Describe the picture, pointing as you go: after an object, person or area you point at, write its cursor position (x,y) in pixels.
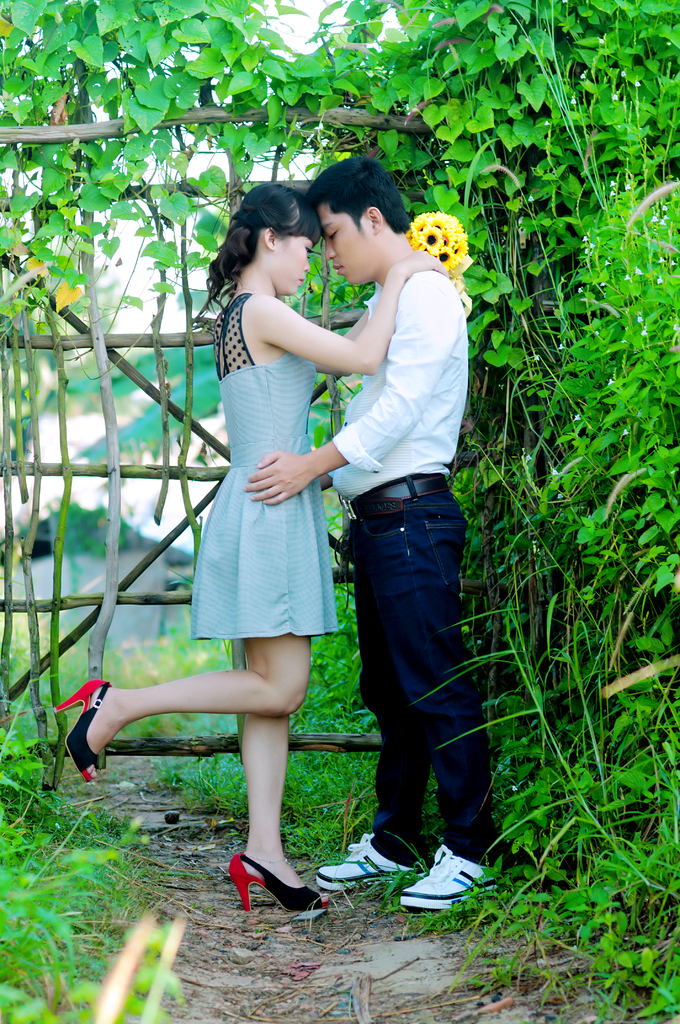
In this image I can see two people (336,471) with different color dresses (360,453). I can see the yellow color flowers (443,235). On both sides of these people (302,657) I can see the plants (551,757). In the background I can see the sky (190,133).
